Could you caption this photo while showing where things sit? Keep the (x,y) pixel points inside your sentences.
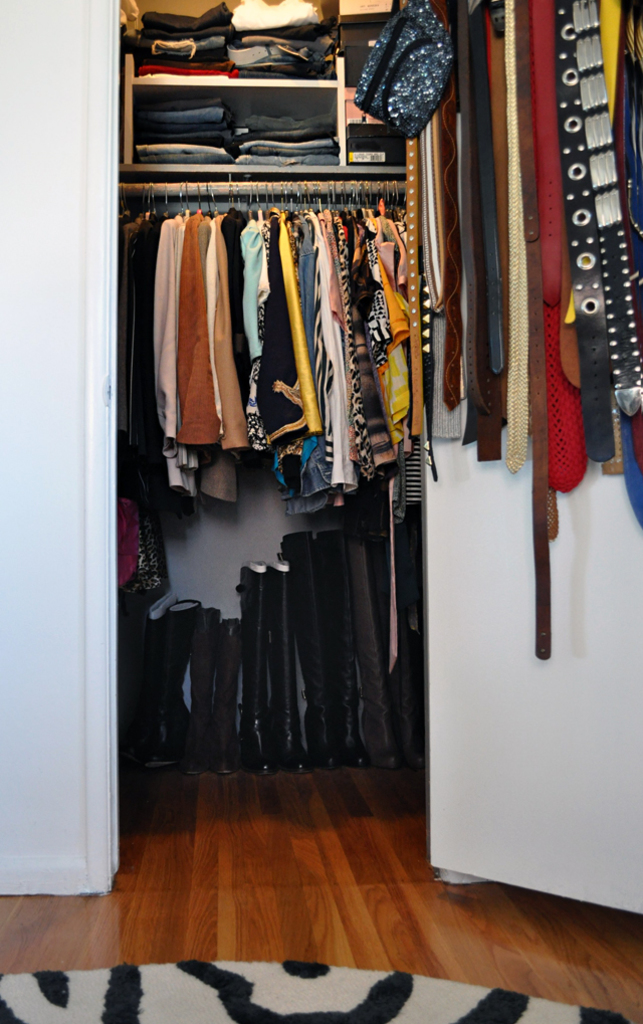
In this image we can see wardrobe (642,729) which includes, clothes (258,317), shelf unit (330,42), on the right (497,76) we can see belts (535,320), at the bottom (292,932) we can see wooden floor (348,905) and floor mat (464,1005).
